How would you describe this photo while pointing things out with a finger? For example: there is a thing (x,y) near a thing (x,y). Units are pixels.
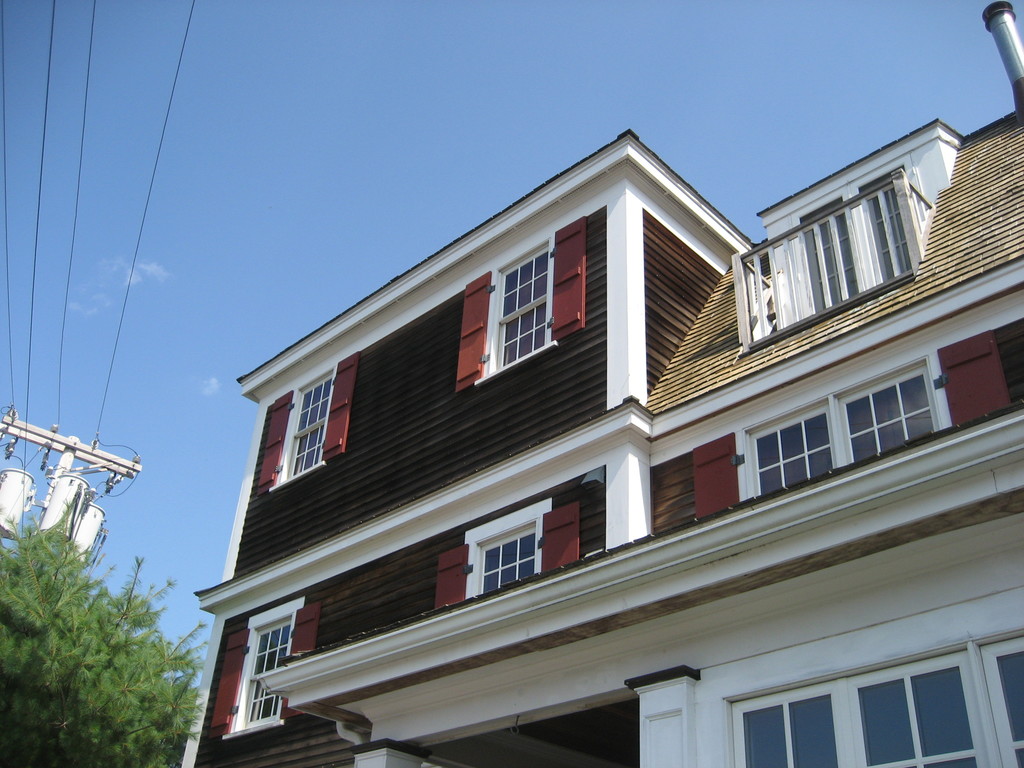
In this image we can see a building (501,404), there are some trees (92,660), windows (750,441), wires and an electric pole (113,480), in the background (387,94), we can see the sky (452,110) with clouds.
